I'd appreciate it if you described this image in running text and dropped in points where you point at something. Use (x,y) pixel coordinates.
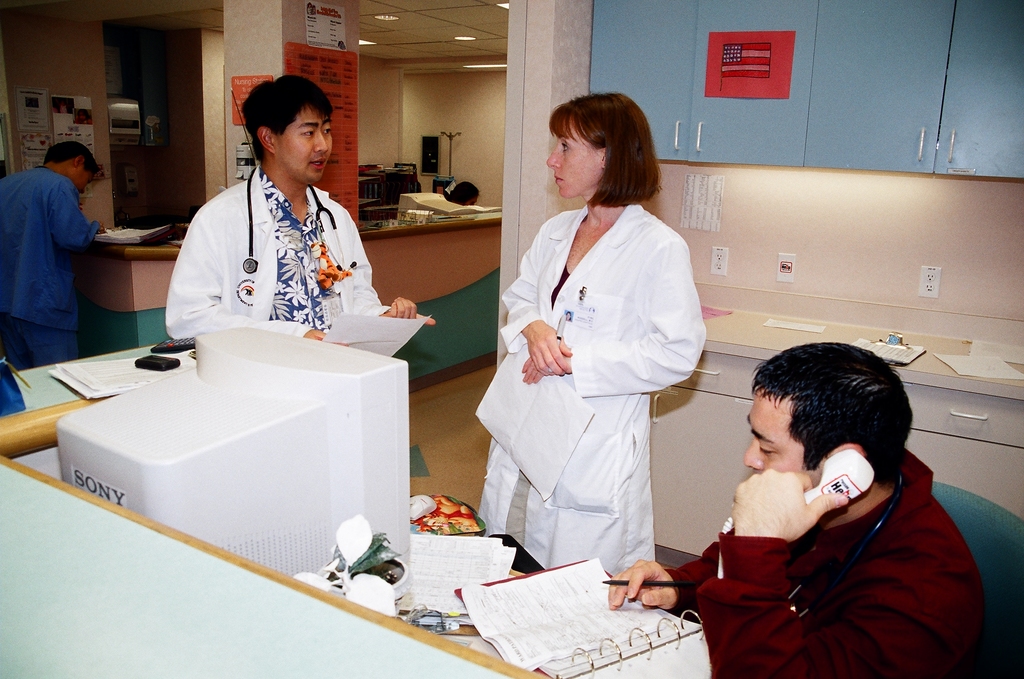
In this image we can see some persons (203,227) standing on the floor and some (797,556) are sitting on the chairs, cup boards (696,92), electric lights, desktops (183,405), telephone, remotes (166,358), books (657,616), decor plants (380,555) and electric boards (788,281).
